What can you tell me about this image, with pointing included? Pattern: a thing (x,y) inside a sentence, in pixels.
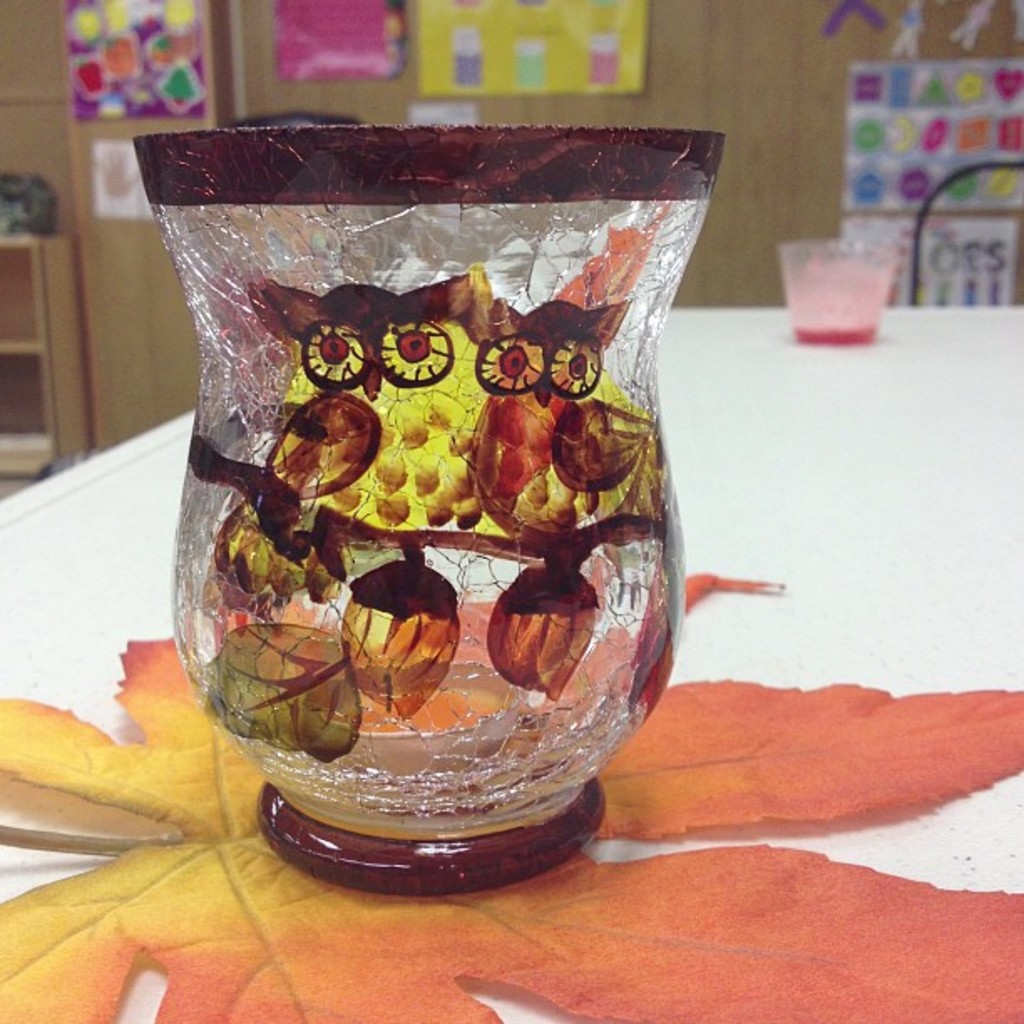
In this picture I can see couple of bowls (580,373) and I can see painting (458,408) on the bowl (552,777) and a leaf (643,754) on the table (20,881) and I can see few posters (923,119) on the wall (265,3) and looks like shelves (24,312) on the left side of the picture (64,306).
